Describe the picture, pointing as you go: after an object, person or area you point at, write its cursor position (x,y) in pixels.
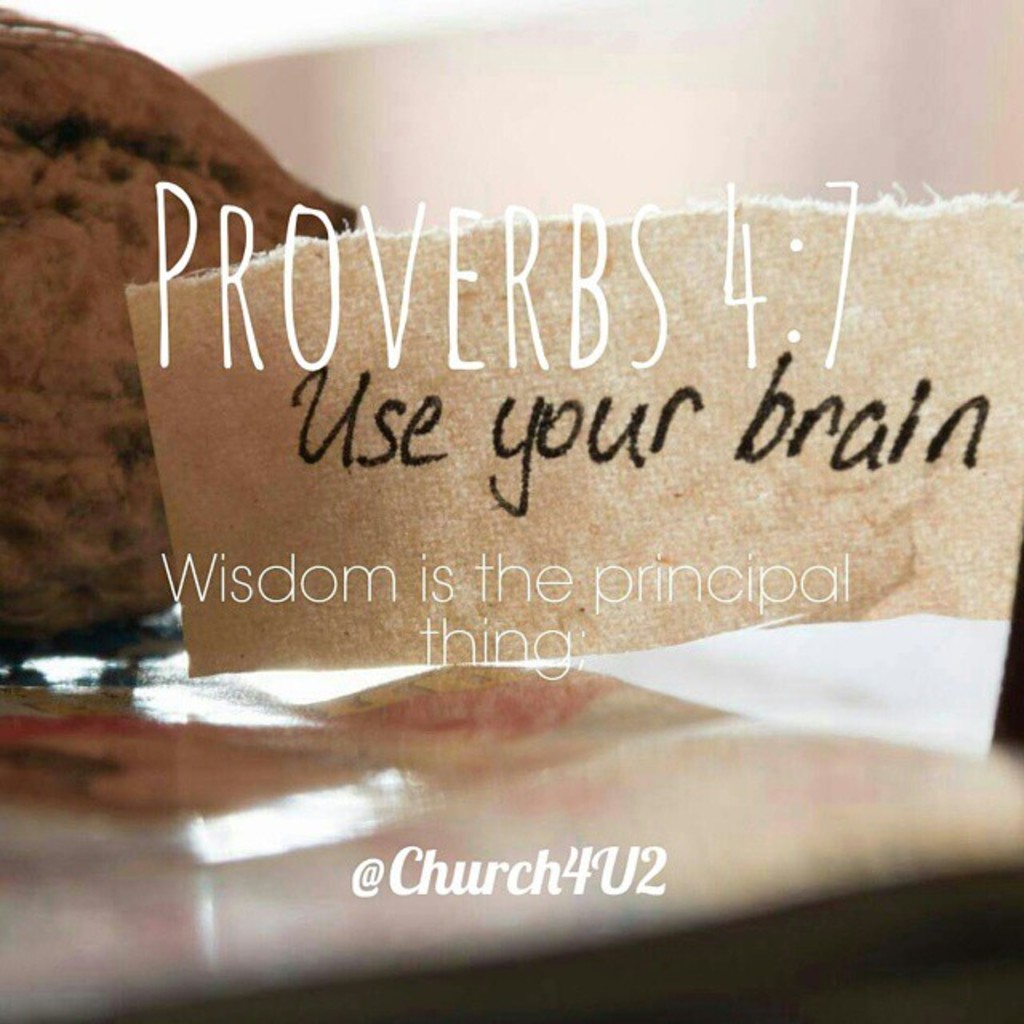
This image consists of a poster (613,754) on that there are papers (571,589) and text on it.
